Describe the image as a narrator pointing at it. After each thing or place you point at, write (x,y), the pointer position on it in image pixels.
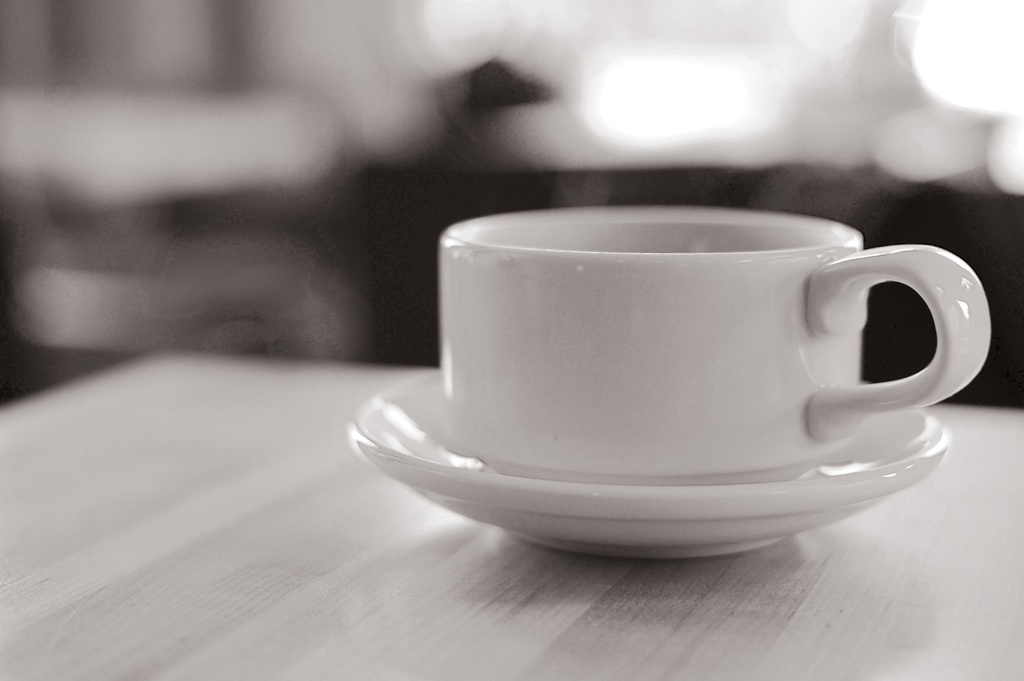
In this image I can see a cup (599,399) and saucer (667,539) on the table (226,599).
